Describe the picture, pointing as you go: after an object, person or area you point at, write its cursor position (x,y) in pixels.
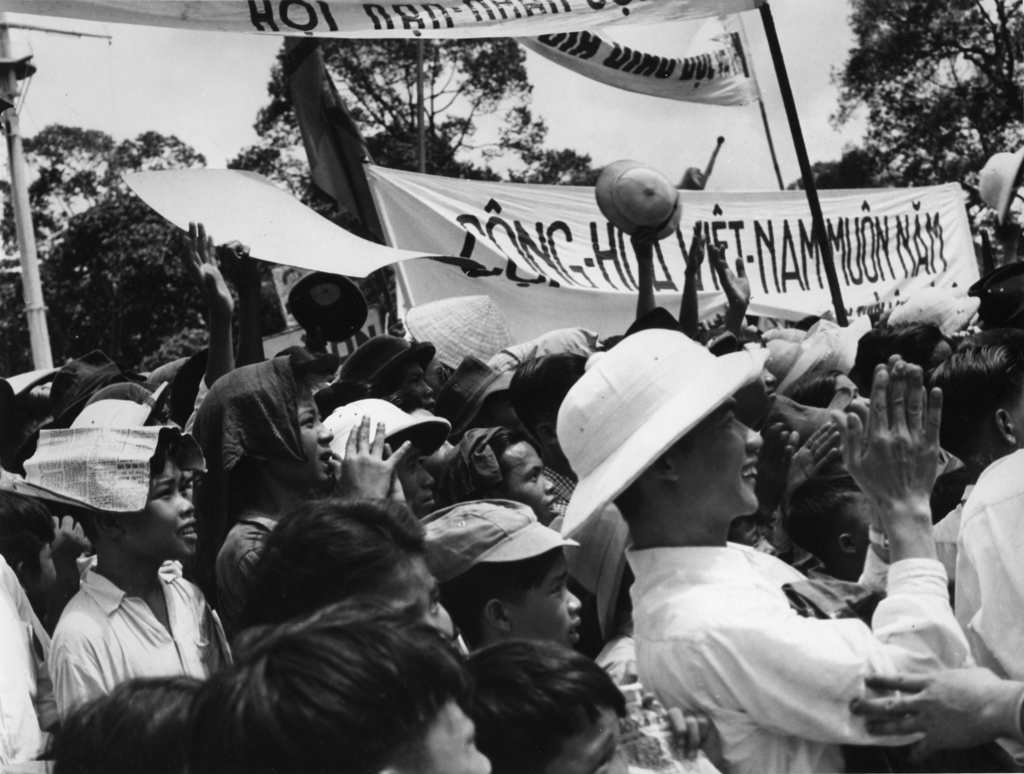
This is a black and white image in this image there are a group of people (625,430) who are standing, and some of them are wearing some hats (436,442) and some of them are holding some placards (581,240). And in the background (286,146) there are some trees (945,120) and some posters (512,221).
